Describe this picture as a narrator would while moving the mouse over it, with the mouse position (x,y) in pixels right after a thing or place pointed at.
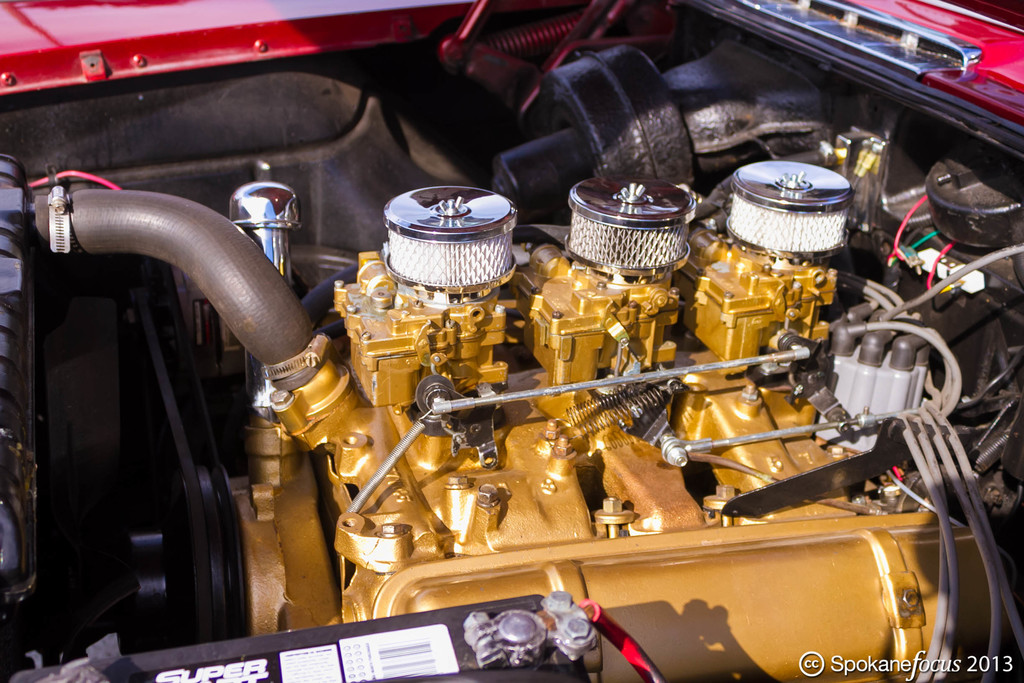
In this picture we can see vehicle engine parts (698,451). Right side bottom of the image (1001,653) there is a logo (816,664) and watermark (962,655).
